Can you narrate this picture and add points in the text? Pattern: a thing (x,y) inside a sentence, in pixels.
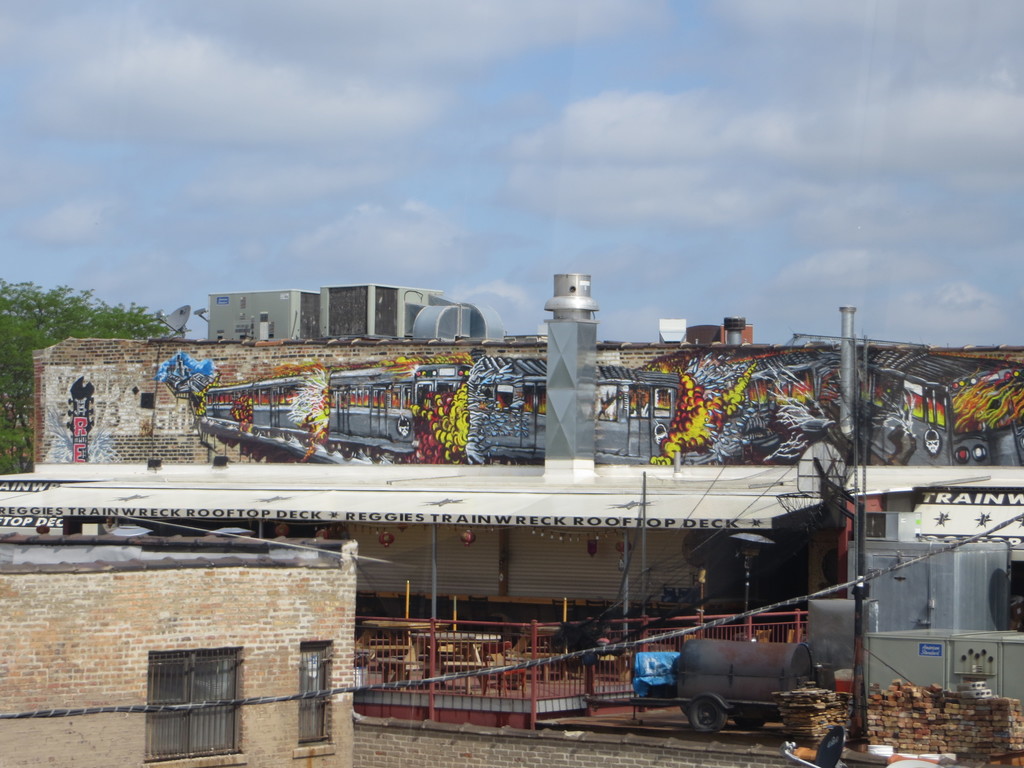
This is a picture which consists of buildings (525,537), current poles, cables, trees (128,336) and other objects (974,597). In the middle (599,488) it is looking like a shed (446,474) and there are vehicles (694,711). At the top (368,121) it is sky (862,212). On the walls (306,387) of the building (601,429) we can see graffiti (480,429).
